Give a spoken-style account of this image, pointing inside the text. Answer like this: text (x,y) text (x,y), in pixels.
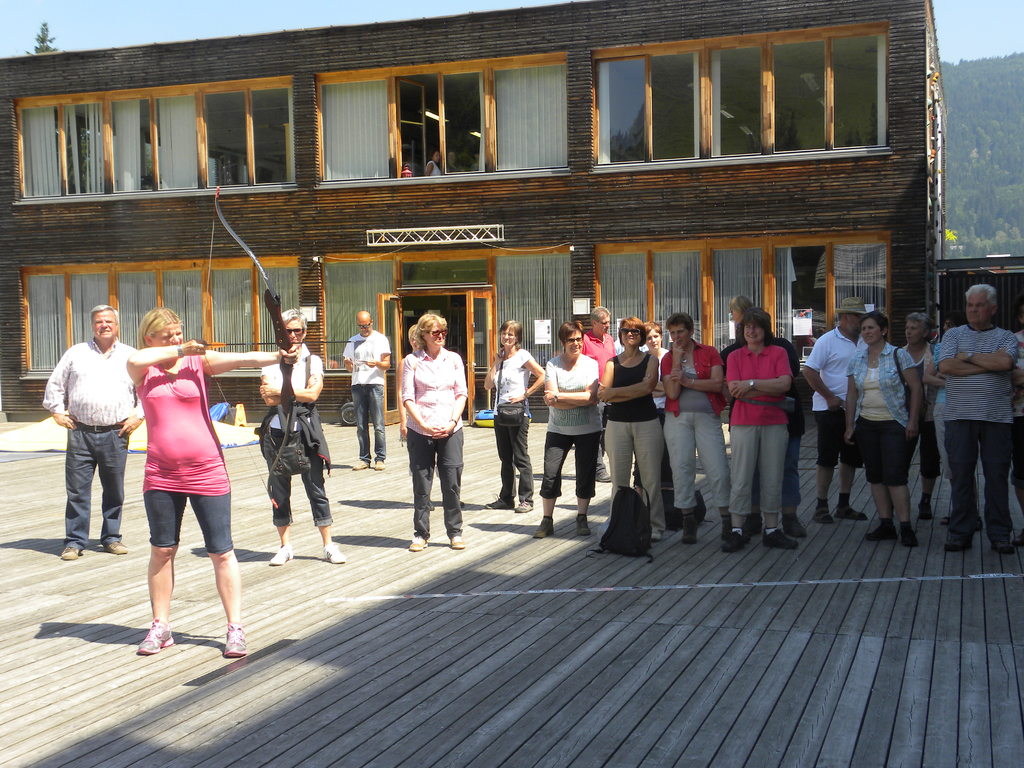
This picture shows people (651,340) standing and we see a woman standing and holding a bow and arrow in her hand (199,350) and we see a building (572,251) and we see a backpack (627,490) on the floor (684,566) and we see a woman (523,431) wore a bag (522,411) and we see trees (951,141) and a clear sky (958,49).
